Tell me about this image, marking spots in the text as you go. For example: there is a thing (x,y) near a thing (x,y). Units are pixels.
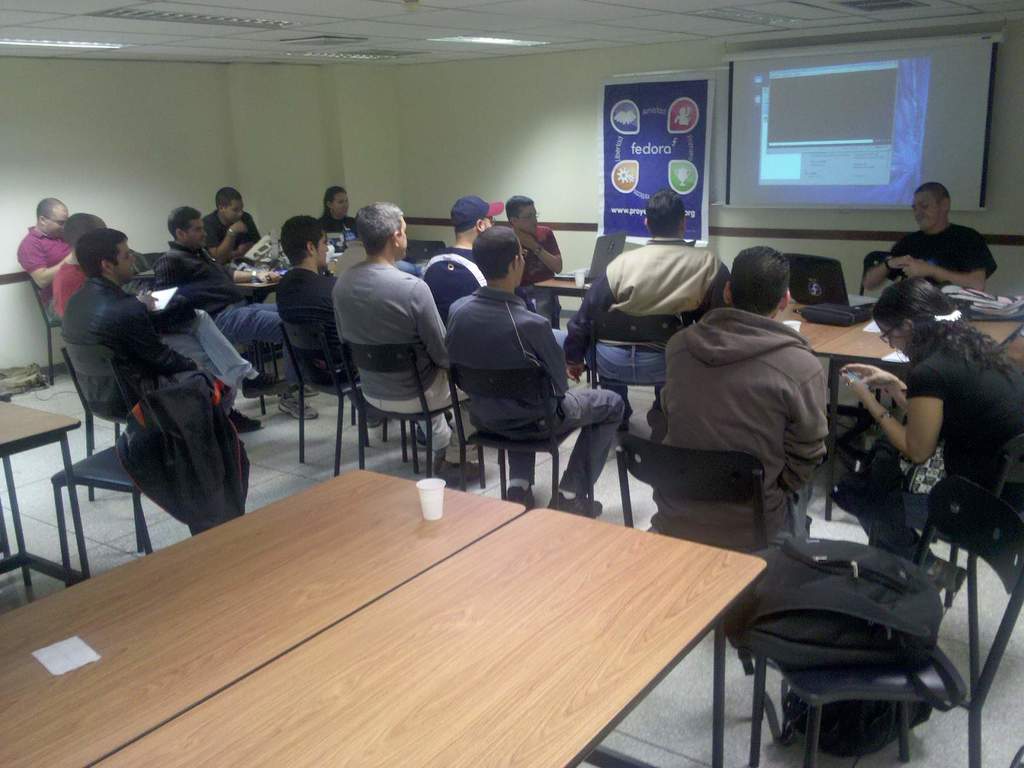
This is the picture of a group of people (231,352) sitting on the chairs (385,367) around the tables (200,544) and on the table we have some papers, system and some cups (442,479) and in front of them there is a poster (667,119) and a projector screen (836,148) beside it.
